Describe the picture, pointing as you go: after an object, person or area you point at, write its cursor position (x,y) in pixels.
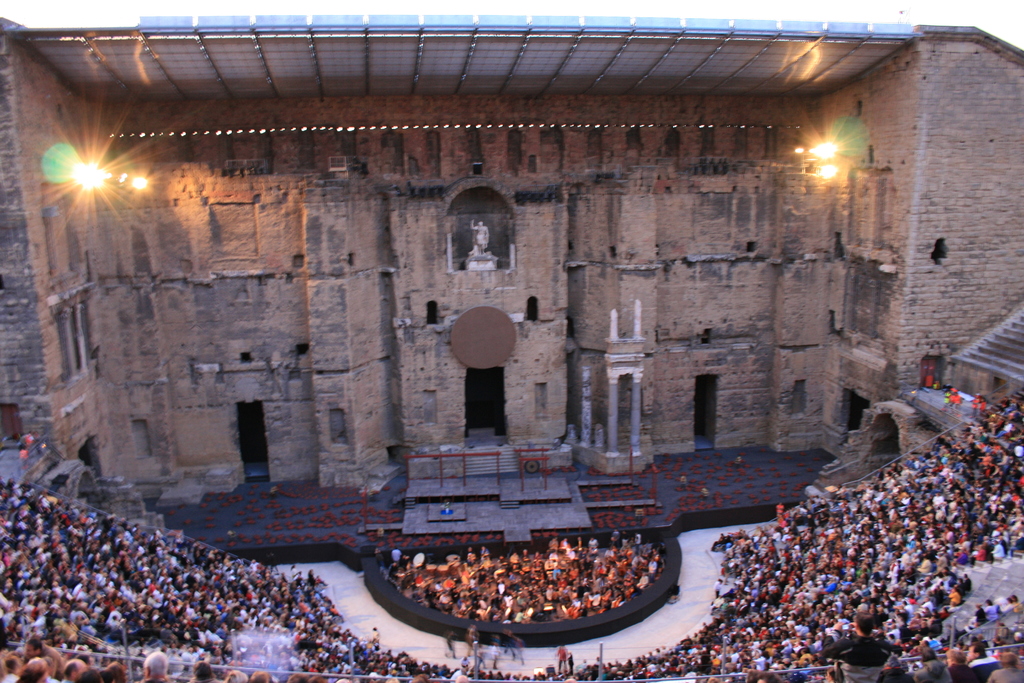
In this picture we can see the monument (565,235). At the bottom (922,506) we can see the audience (742,671) sitting on the chair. At the top (585,92) there is a shed (345,92). Beside that we can see the lights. in the top right (917,8) there is a sky (927,3).
